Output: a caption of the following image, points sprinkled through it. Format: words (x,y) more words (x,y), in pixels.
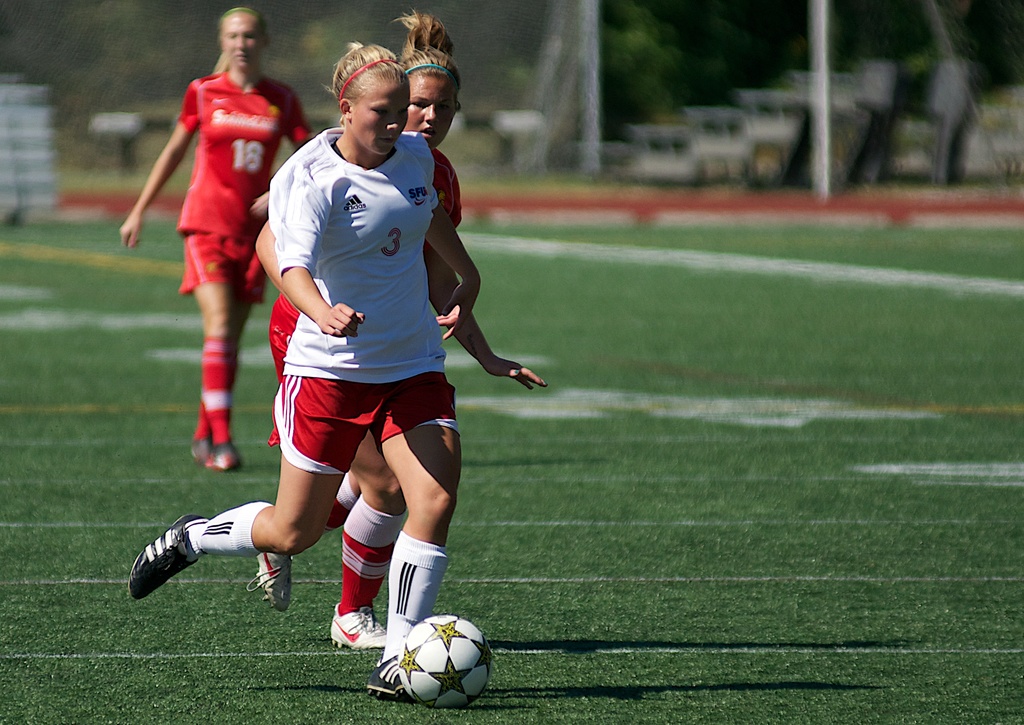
In this picture there are group of girls (224,126) those who are playing the foot ball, on the grass floor (579,459), there are trees (656,80) around the area of the image, it seems to be a play ground (160,298).
